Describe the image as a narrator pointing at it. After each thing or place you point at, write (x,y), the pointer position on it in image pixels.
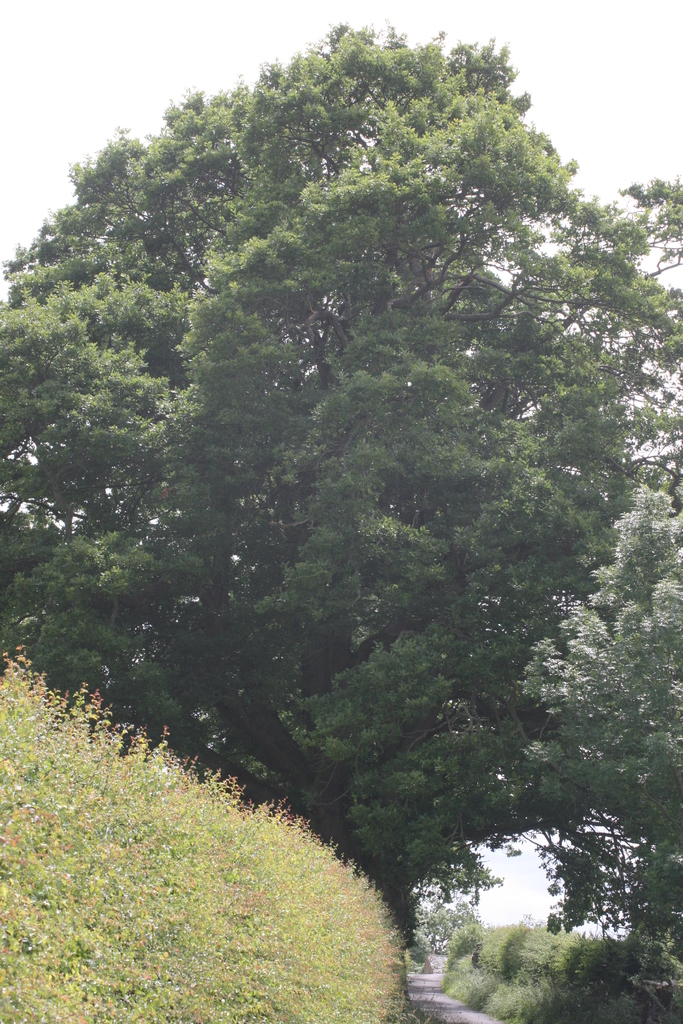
At the bottom of the picture (303,947), we see the trees (314,950) and the road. In the middle (282,504), we see the trees (435,535). At the top (490,9), we see the sky (533,55).
